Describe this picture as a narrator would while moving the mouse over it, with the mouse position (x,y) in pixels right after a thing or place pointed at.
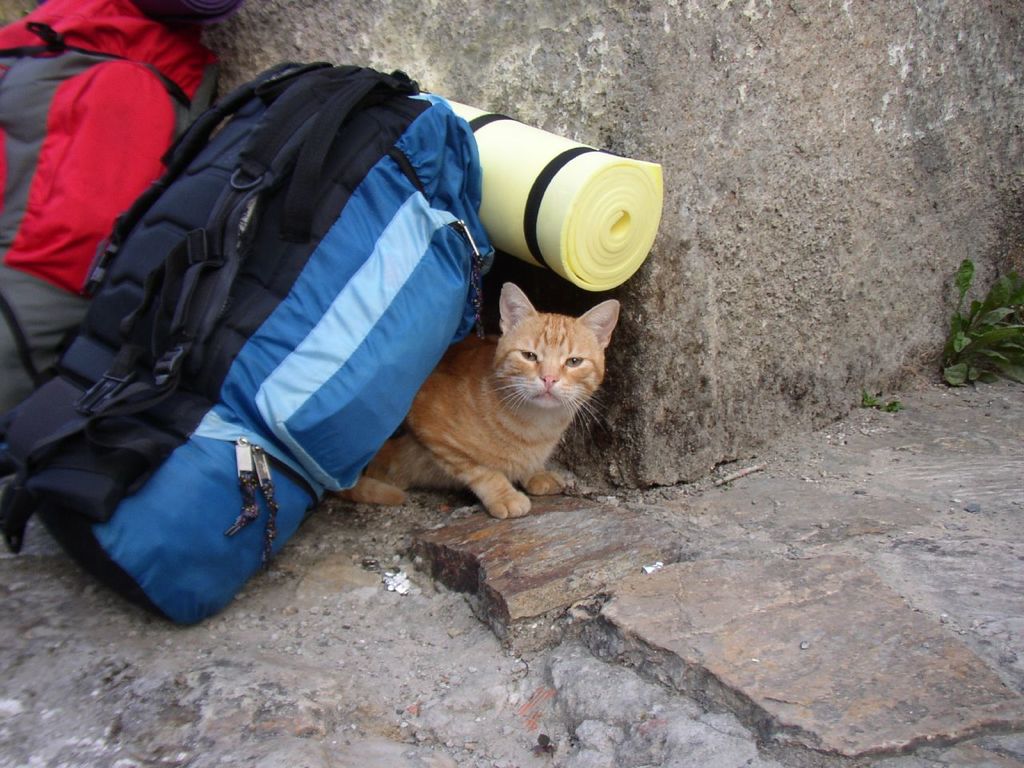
In this picture we can see a cat (496,422) and backpacks (403,270) on the ground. On top of the backpack (268,372), there is an object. At the top of the image (540,95), there is a rock (603,49). On the right side of the image (986,348), there is a plant (966,344).
